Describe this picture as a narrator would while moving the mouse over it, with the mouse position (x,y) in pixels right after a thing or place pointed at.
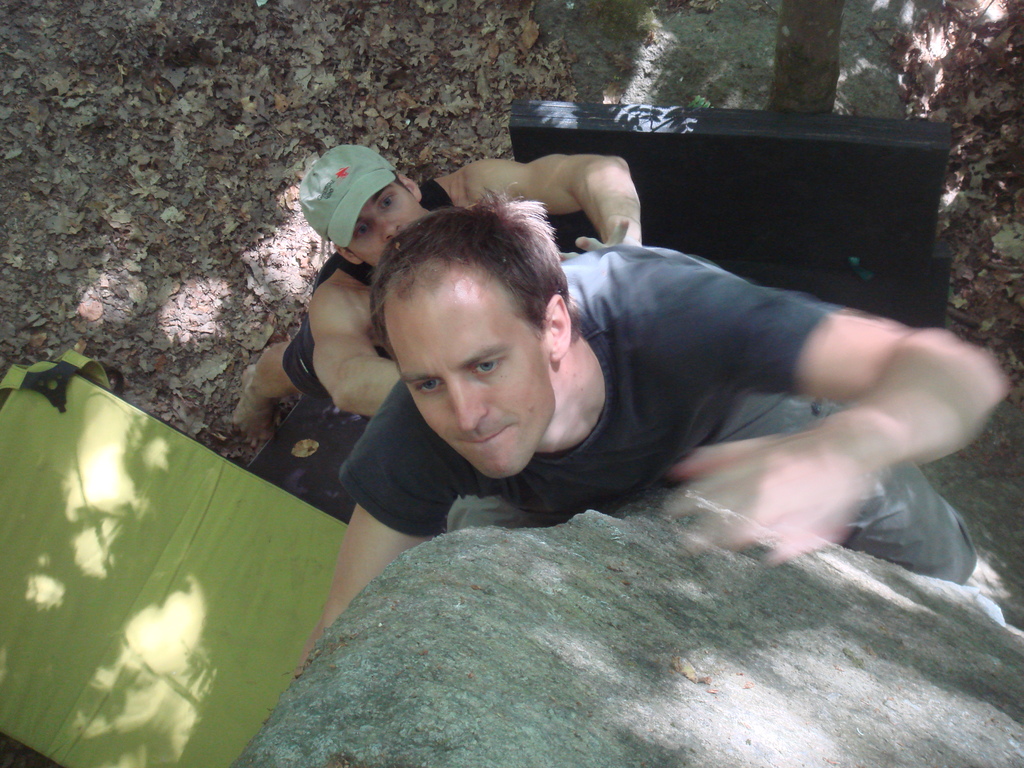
In the center of the image (512,264) we can see persons (513,401) climbing the rock (522,656). In the background (250,142) we can see leaves (140,182).
